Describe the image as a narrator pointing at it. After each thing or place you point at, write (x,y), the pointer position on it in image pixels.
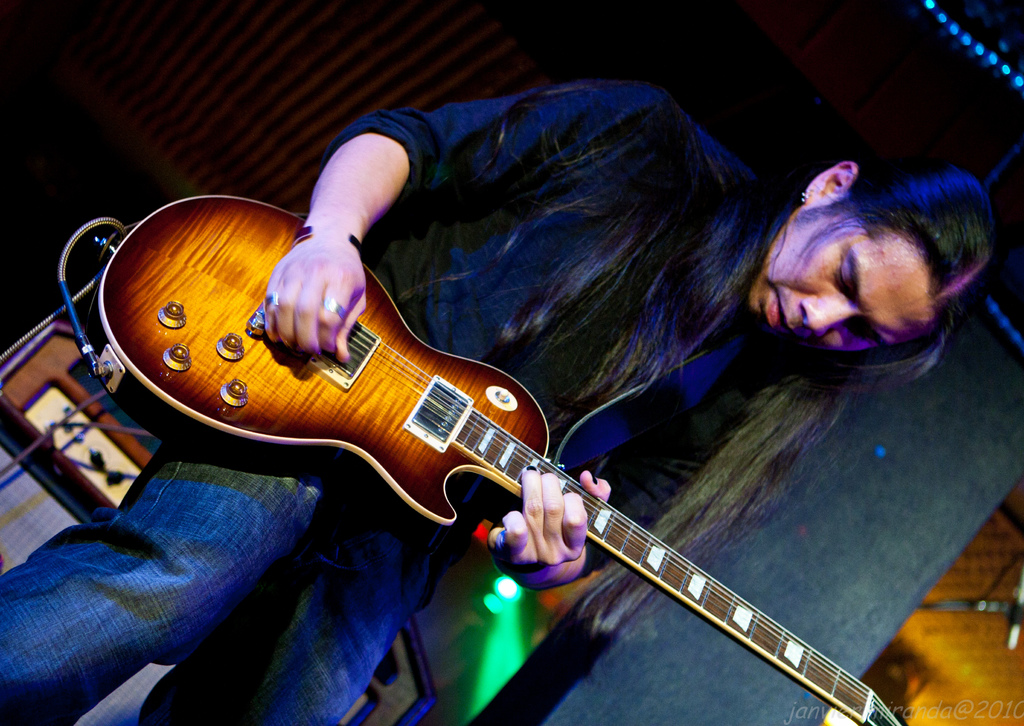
In this image I can see a person (641,240) holding a guitar (255,381) in hands (322,339) and looking downwards. At the back of him there is a gray surface (902,486).
